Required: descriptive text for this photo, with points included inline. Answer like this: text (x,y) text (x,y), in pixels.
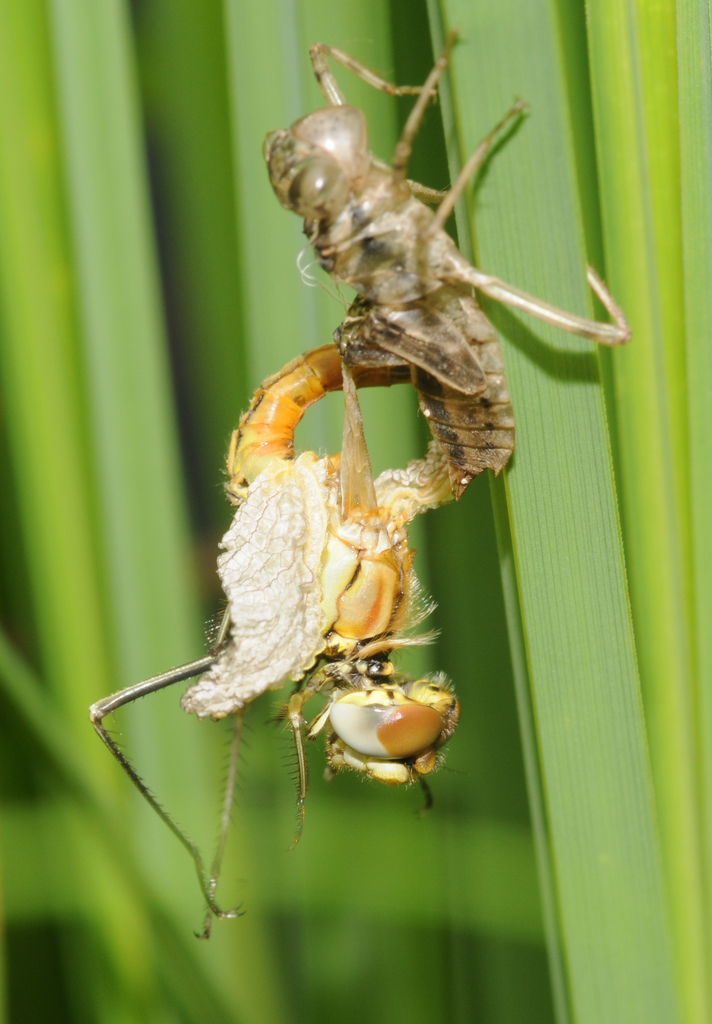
In this image I can see two insects (323,538) on a plant (110,503). This image is taken may be in a garden (148,759) during a day.
